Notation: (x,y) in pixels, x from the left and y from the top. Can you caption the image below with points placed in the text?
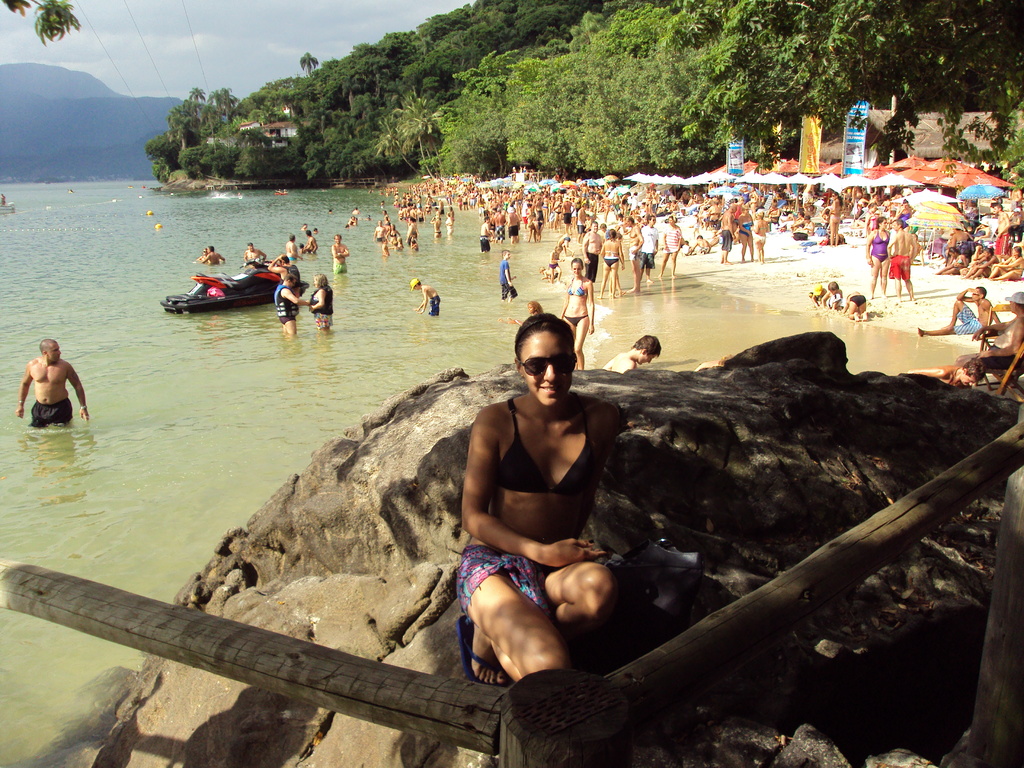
In this picture we can observe some people (503,207) standing in the water (326,273) and some of them were standing in the beach (822,248). We can observe a woman (557,407) sitting on the rocks (395,500) here. In the background (42,303) there is an ocean (39,321). We can observe trees (450,53) and hills (41,85). There is a sky (219,32).
